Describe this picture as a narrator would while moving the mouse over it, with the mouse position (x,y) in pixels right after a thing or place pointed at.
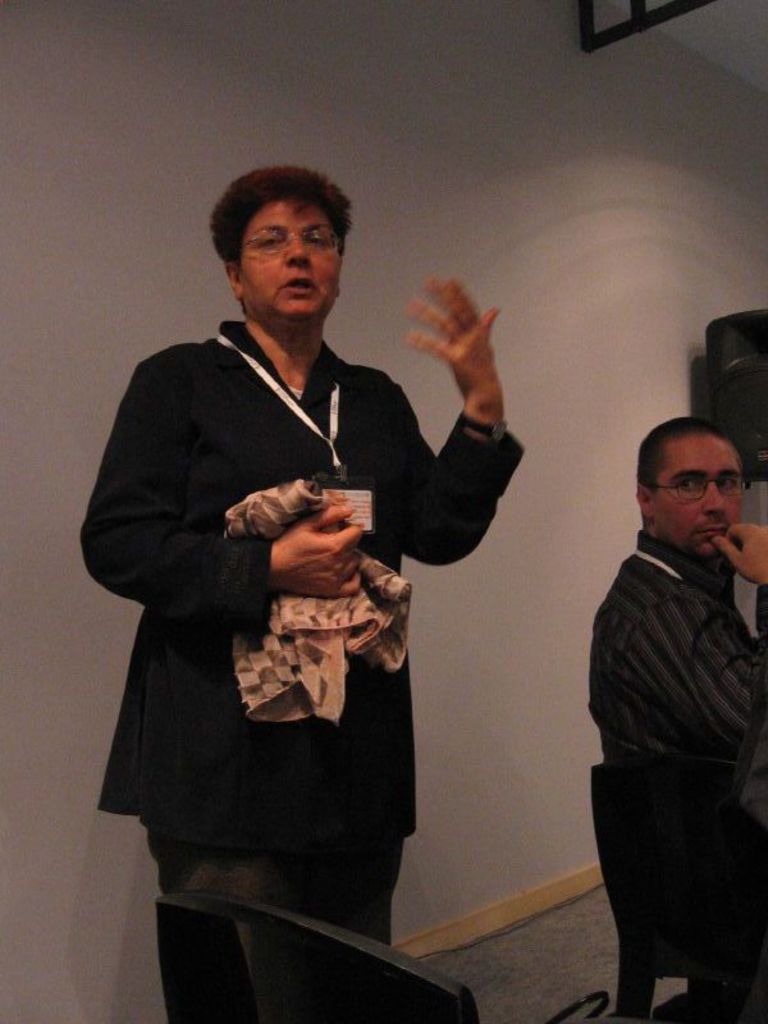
In this image there is a woman (259,278) standing and talking, she is wearing an identity card (290,400), she is holding a cloth (277,690), there are chairs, there is a man (706,509) sitting on the chair (683,779), at the background of the image (223,68) there is the wall (485,291), there is an object (629,27) towards the top of the image (587,42), there is an object (736,372) towards the right of the image (736,350).
